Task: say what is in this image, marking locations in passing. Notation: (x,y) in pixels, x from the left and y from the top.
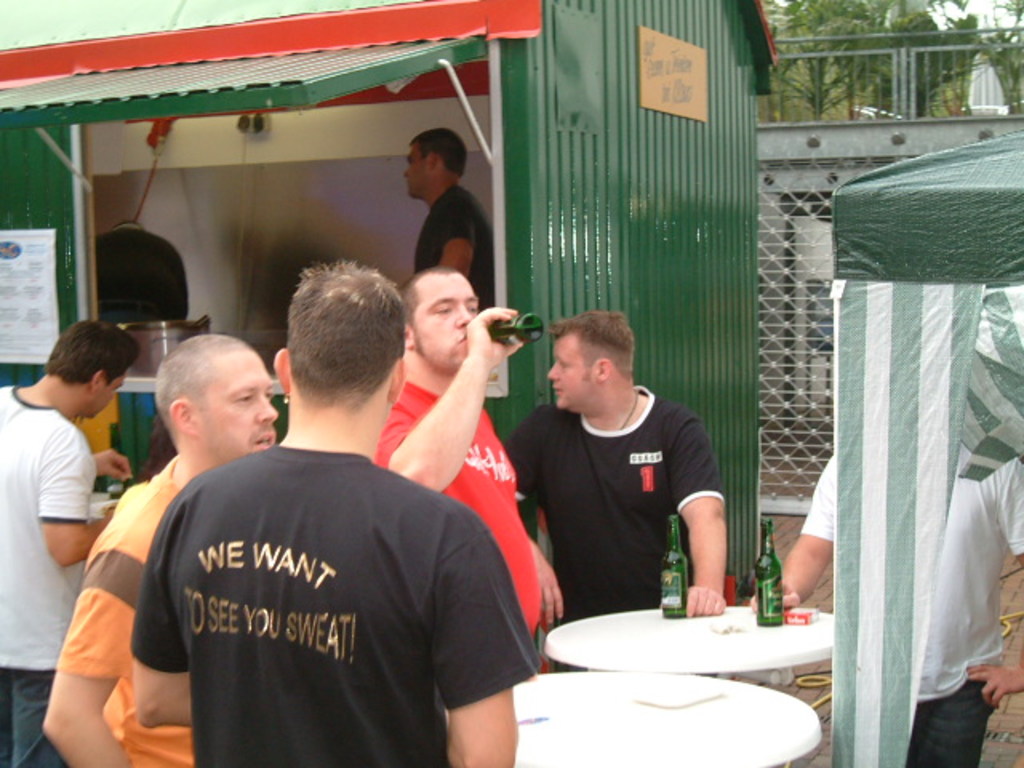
In this image we can see a food truck (367,197), persons (271,414) standing on the floor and tables (682,643) are placed in front of them. On the tables (756,615) we can see beverage bottles (760,601). In the background (817,118) there are grills (813,225) and trees (890,46).
